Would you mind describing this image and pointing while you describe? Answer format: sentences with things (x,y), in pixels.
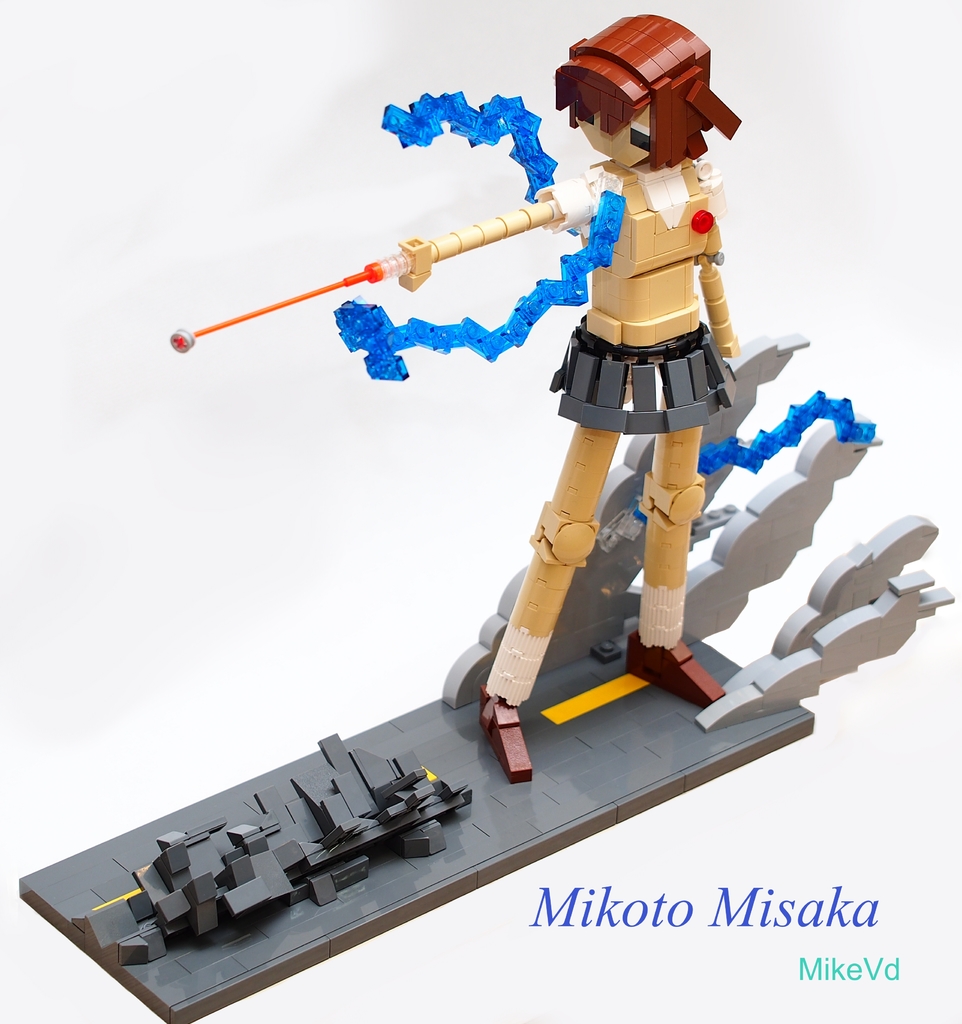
In this image we can see a toy (494,687) of a girl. Some text (721,927) written on the image.
